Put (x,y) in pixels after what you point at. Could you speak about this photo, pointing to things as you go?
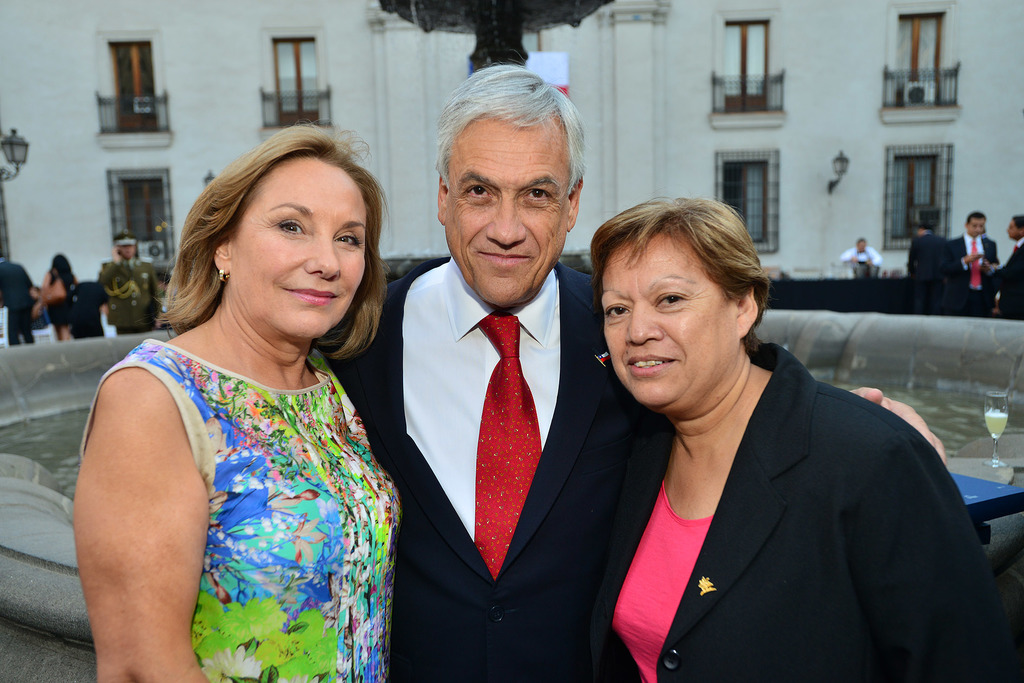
In this image, in the middle (410,302), we can see three people (412,316). In the background (151,280), we can see a group of people (1023,233), building (159,115), balcony (290,109), glass window (290,78). In the background (495,31), we can also see a fountain (550,18), water (961,404). On the right side (1019,500), we can see one edge (1017,504) of a table (999,481) and a glass (992,428) with some drink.
